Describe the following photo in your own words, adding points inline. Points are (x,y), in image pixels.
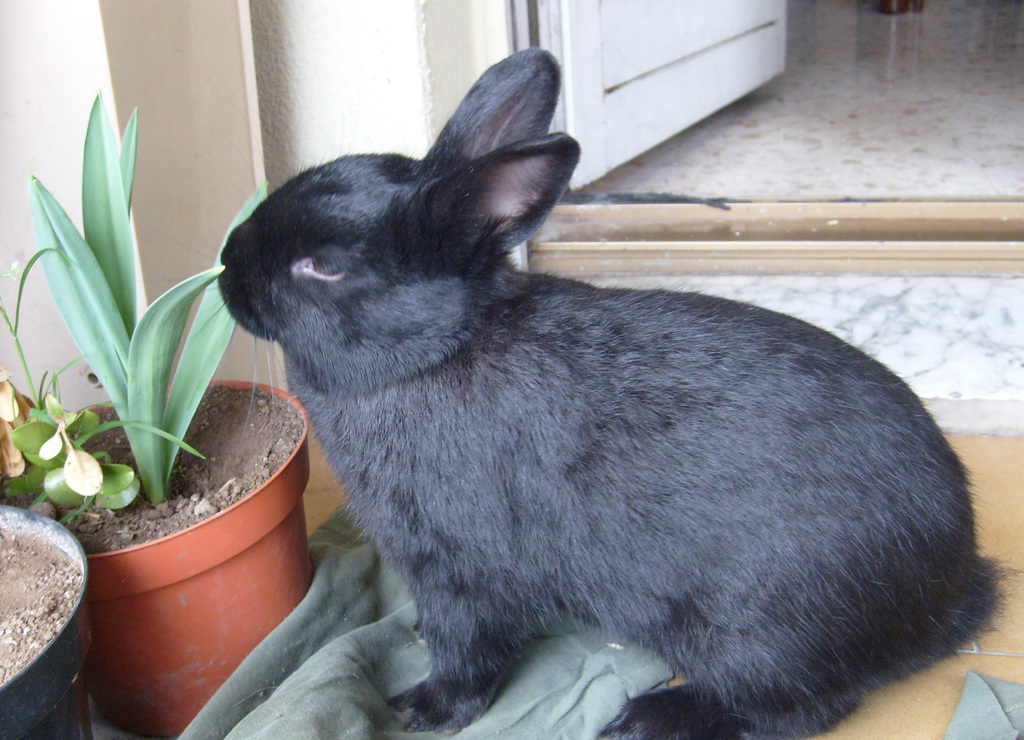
In this image I can see an animal (835,368), a cloth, plants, pots (22,517), a door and there is a marble floor (817,148).
